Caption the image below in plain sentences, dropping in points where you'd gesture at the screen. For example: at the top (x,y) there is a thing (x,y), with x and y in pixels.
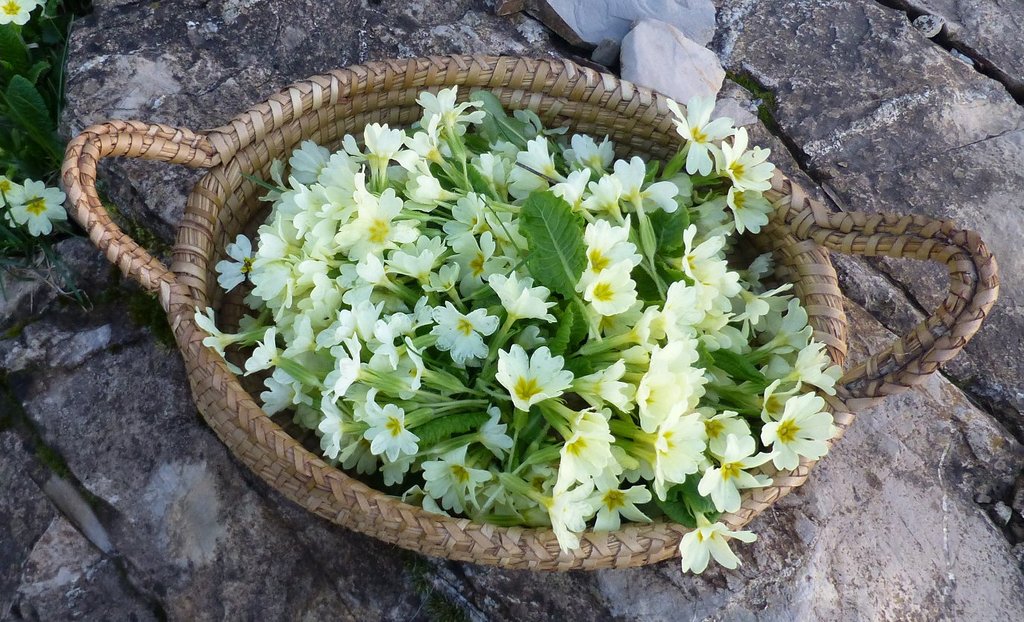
In this image I see a basket (611,103) which is of light brown in color and I see white color flowers (428,184) and leaves (554,268) on it and I see the surface (355,35) and I see few more flowers (9,10) and leaves (30,84) over here.
